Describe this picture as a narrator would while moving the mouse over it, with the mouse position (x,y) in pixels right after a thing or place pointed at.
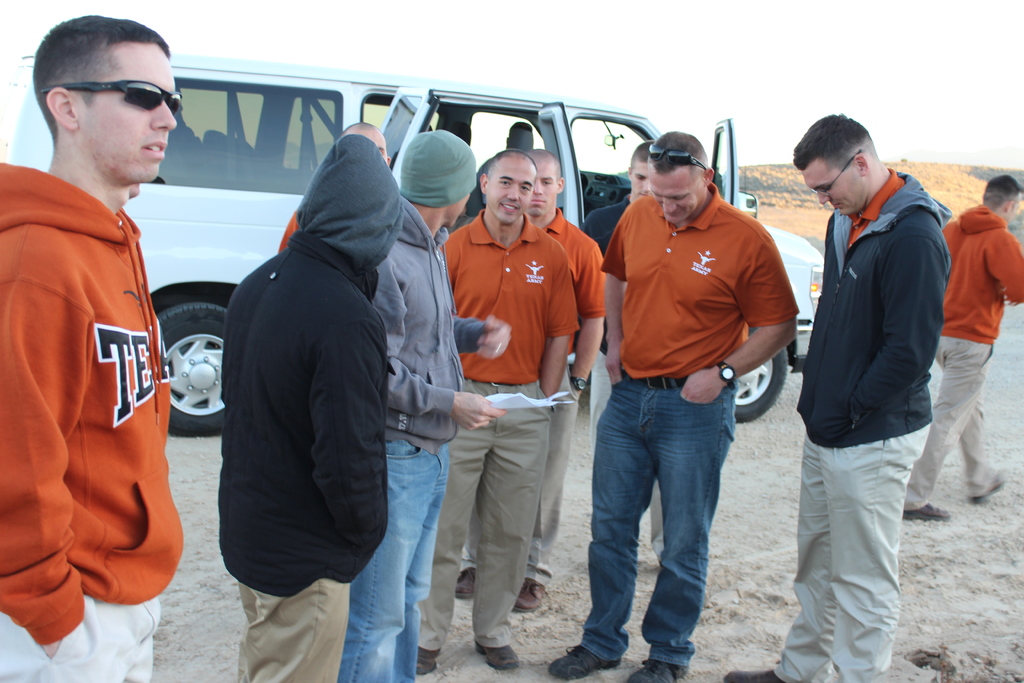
In this image there is ground (973,605) at the bottom (587,472). There are people (551,377) and there is a vehicle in the foreground (370,271). There is sky (552,48) at the top (1007,150).
